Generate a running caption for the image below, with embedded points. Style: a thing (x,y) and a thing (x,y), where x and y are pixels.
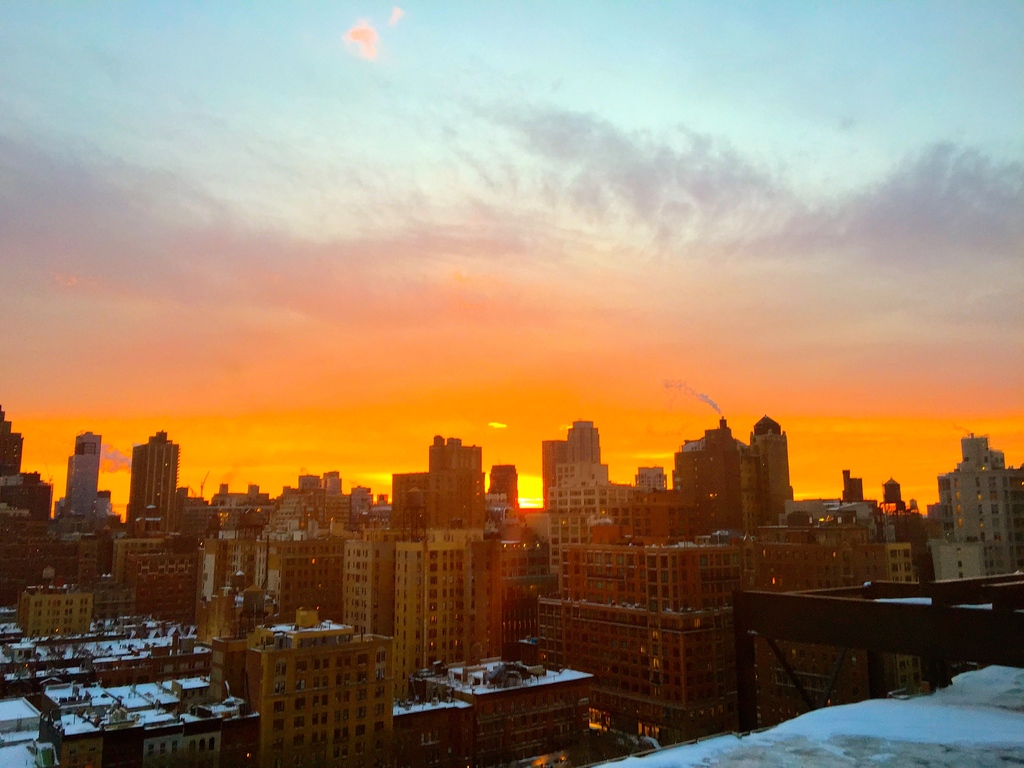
In this image we can see many buildings (473,626) with windows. In the background (478,234) there is sky (292,234) with clouds (111,314).
